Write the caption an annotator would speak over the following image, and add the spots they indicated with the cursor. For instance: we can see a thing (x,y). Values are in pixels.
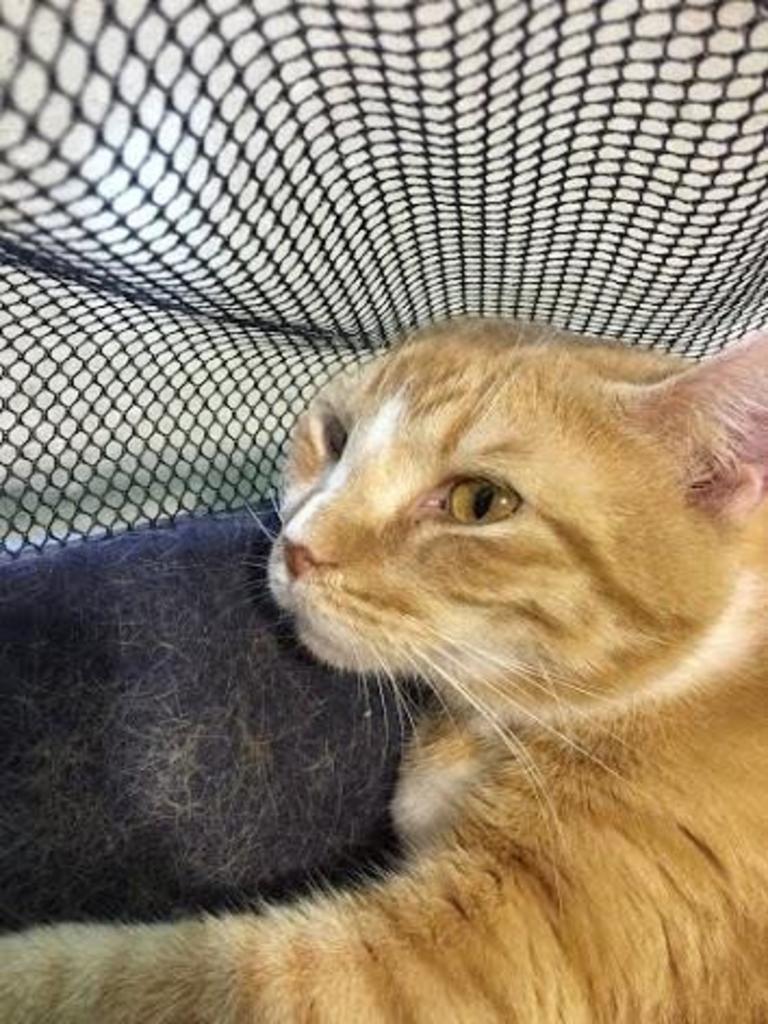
In this image I can see a cat (461,842) and there is a net (251,202) above it.
